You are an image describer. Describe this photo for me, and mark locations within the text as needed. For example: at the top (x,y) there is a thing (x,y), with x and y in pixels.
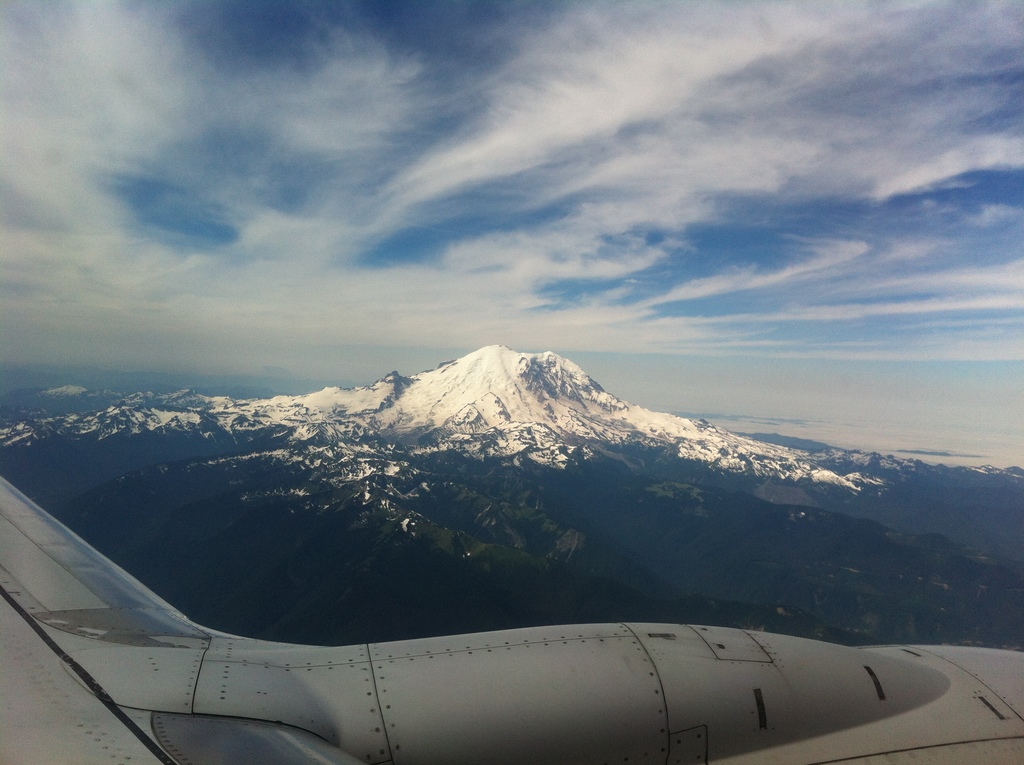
In the image we can see there is an upper part (508,678) of an aeroplane (665,659) and behind there is a mountain (481,425) which is covered with snow (499,363). There is a cloudy sky (548,216) on the top (652,187).
